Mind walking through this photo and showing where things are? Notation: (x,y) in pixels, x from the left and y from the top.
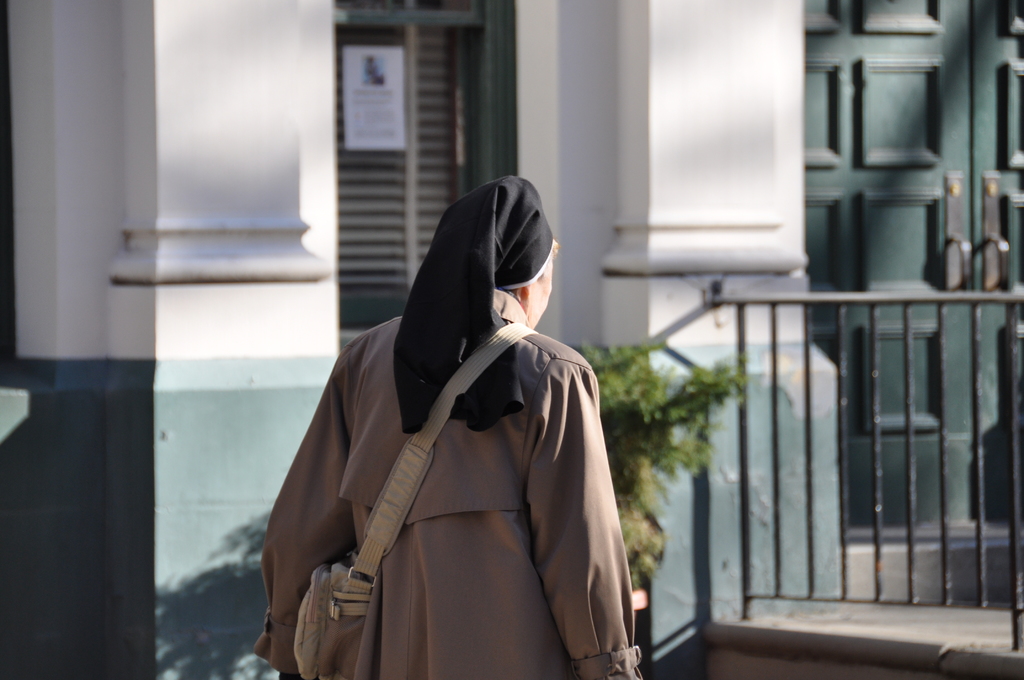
There is a woman (492,431) wearing brown dress (493,495) and carrying a bag (386,521) and there is a building (450,102) and a plant (658,420) beside her.
